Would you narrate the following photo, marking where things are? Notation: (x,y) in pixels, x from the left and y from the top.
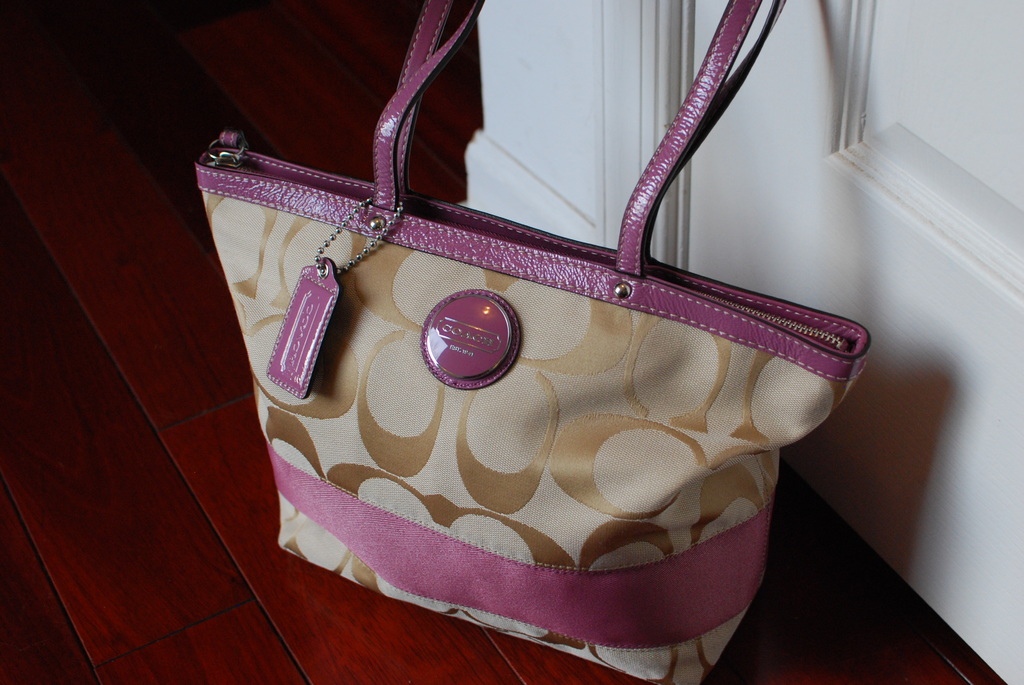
This picture is mainly highlighted with a handbag (474,522) on a floor (293,581).
